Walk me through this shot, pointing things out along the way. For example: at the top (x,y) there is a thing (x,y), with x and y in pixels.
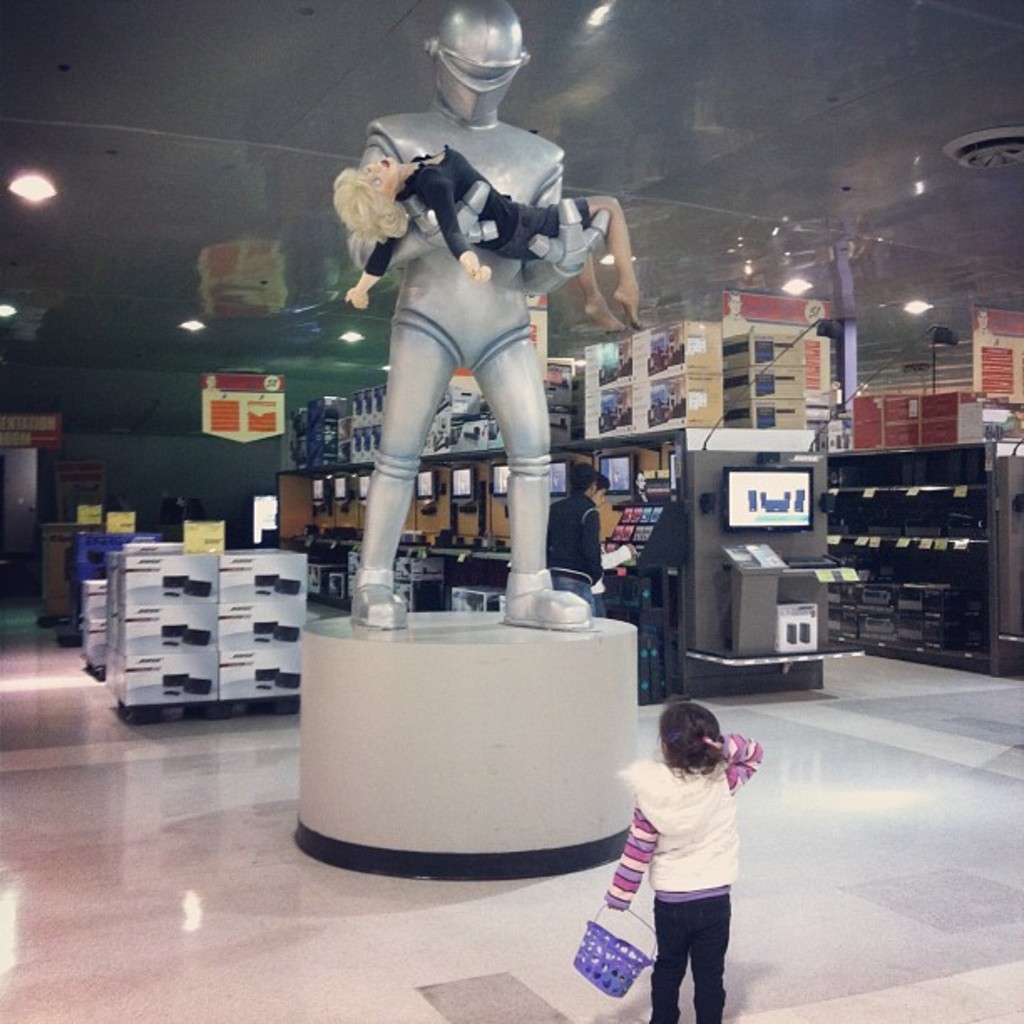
In the center of the image (386,538) there is a sculpture (400,479). At the bottom (622,690) there is a pedestal (426,770). We can see a girl (703,941) standing and holding a basket (624,945) in her hand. In the background (622,530) there are boxes (180,589), televisions (769,503) and stands (873,559). At the top (20,187) there are lights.
